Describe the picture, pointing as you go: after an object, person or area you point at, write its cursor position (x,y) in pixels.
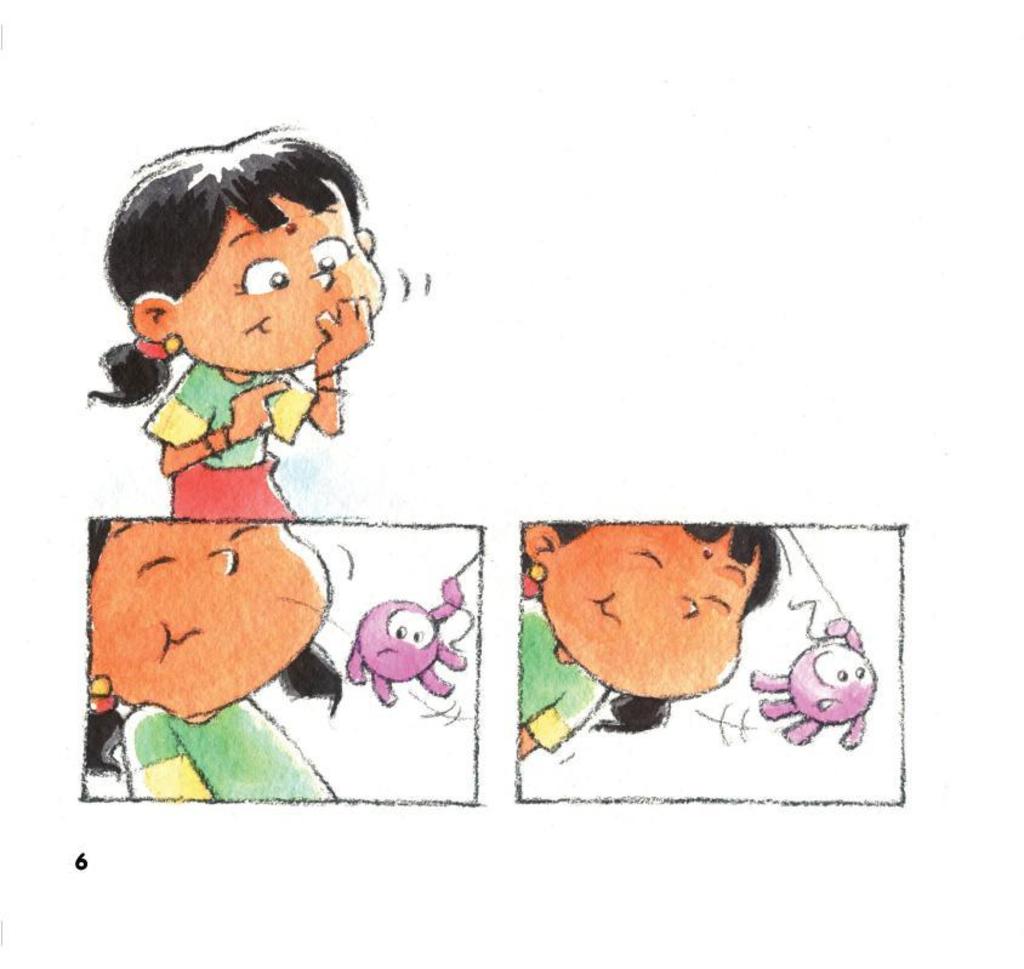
In this image we can see a drawing (314,383) of a girl (243,465) and in the bottom left corner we can see a number (76,866).
